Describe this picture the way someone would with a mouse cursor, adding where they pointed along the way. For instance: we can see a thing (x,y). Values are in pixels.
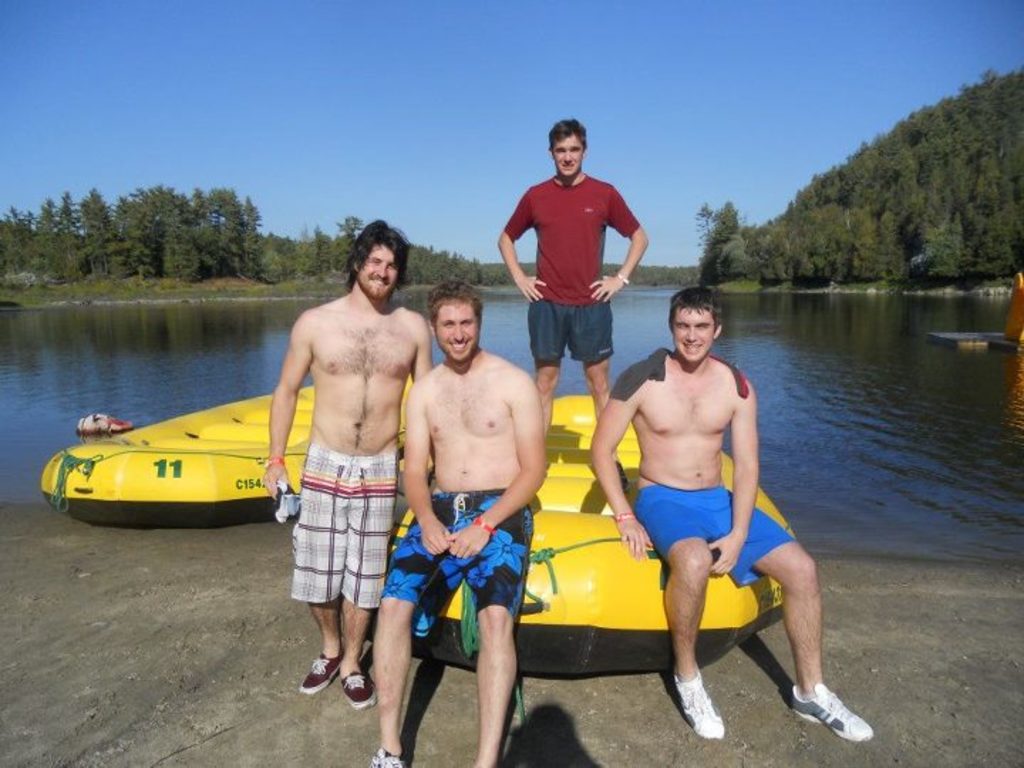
In this picture we can see four men (456,505) here, there are two boats (563,524) here, in the background (800,232) there are some trees (718,243), we can see water (895,444) in the middle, there is the sky (750,176) at the top of the picture (737,97).
